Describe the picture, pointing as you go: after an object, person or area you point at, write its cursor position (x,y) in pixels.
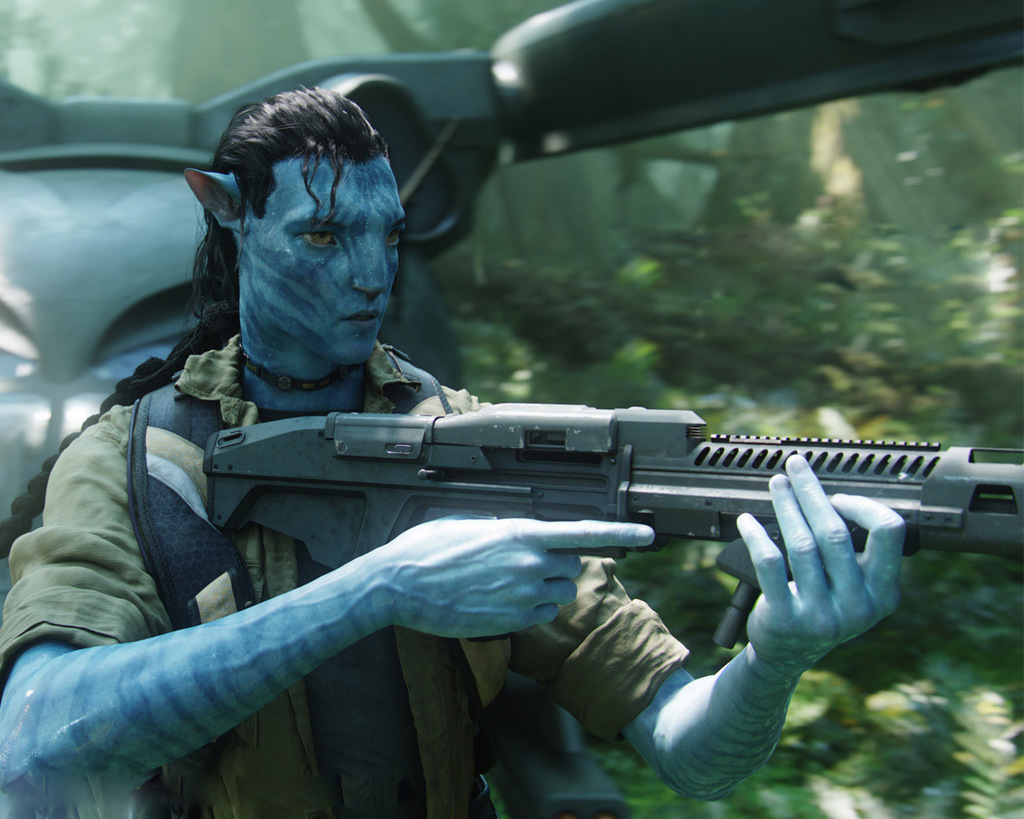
In the image a person (388,385) is standing and holding a weapon (996,530). Behind him there is a vehicle (355,81) and there are some trees (965,249).
